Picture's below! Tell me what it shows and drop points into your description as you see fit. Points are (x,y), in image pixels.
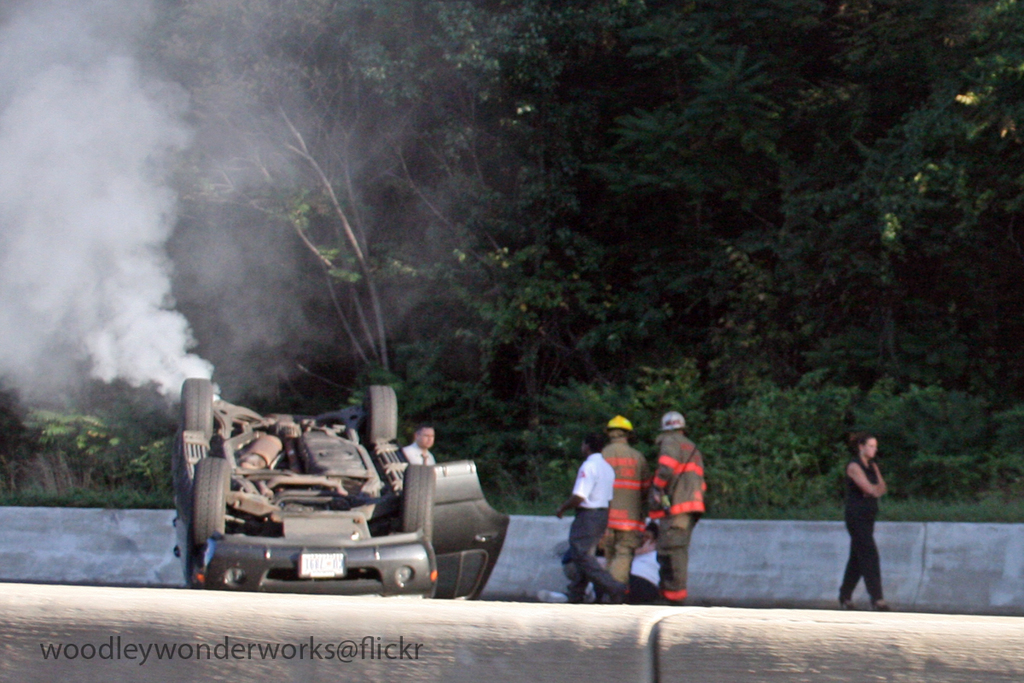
In this image we can see the people (603,481). We can also see the two persons (613,468) wearing the uniforms (636,524) and also the helmets (625,416). We can see the car (311,455), smoke (107,362), grass (908,508), plants (974,437) and also the trees (736,304). In the bottom left corner (301,649) we can see the text (260,654).
